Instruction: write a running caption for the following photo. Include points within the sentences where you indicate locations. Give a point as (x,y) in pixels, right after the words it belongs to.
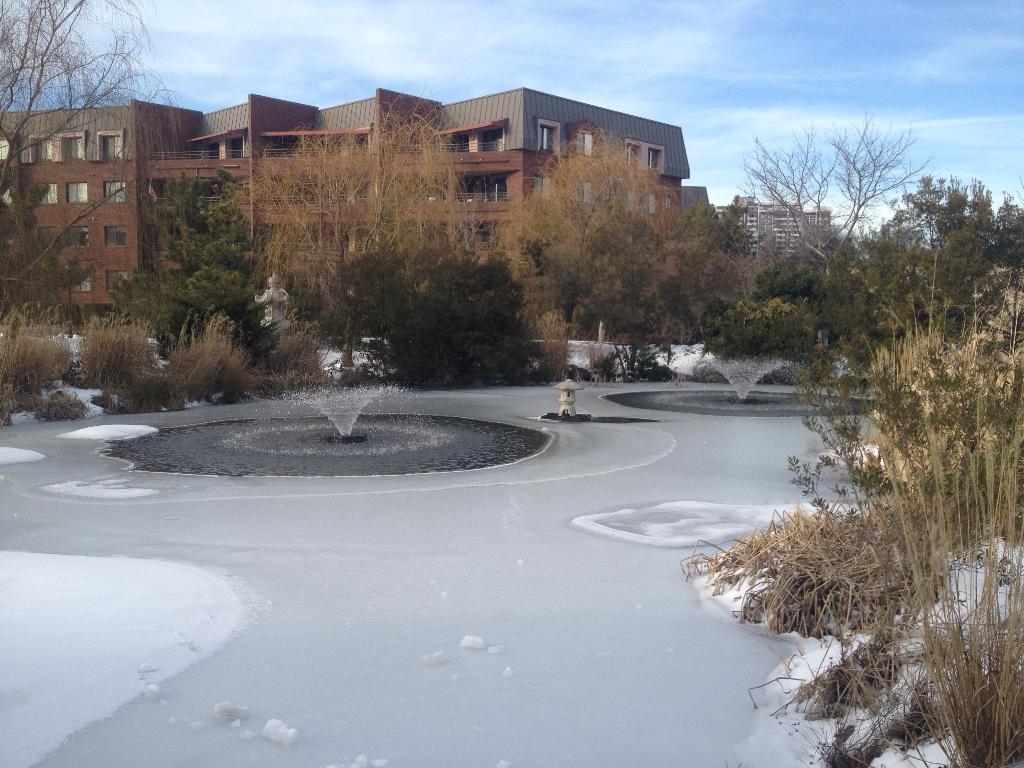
In this picture we can see ice (490,552), water (751,394), statue (259,296), trees (294,288), buildings (222,137) with windows (81,192) and some objects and in the background (618,50) we can see the sky (661,77).
